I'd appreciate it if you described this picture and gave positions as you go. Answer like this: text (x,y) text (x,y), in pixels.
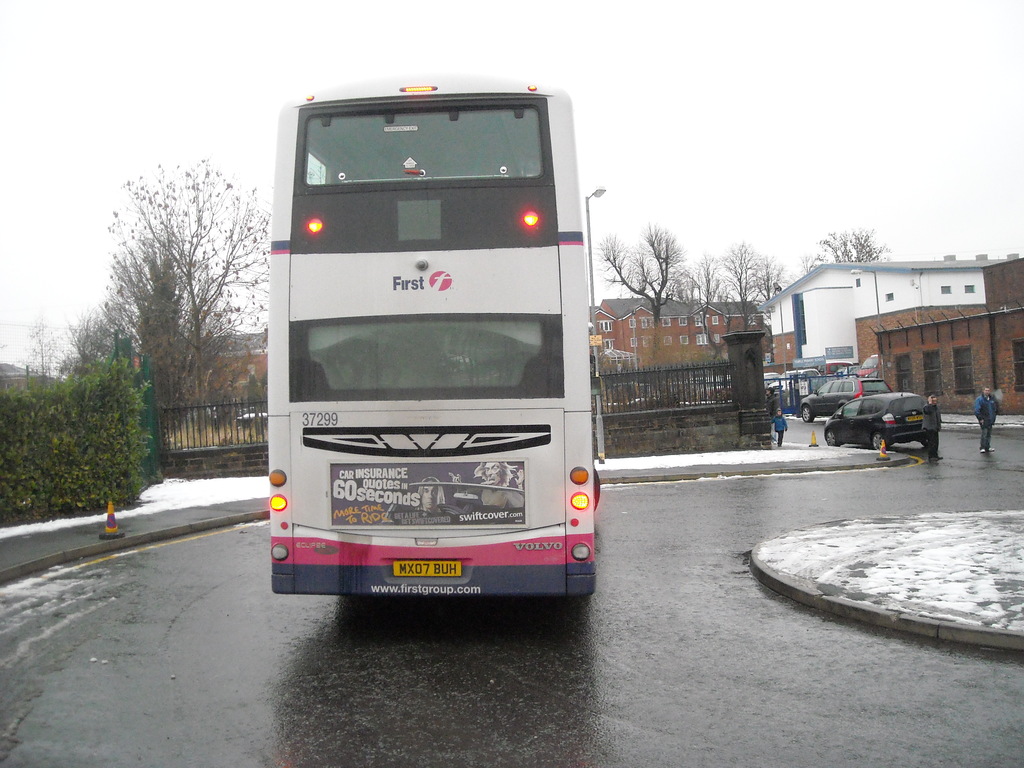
In this image there is a bus (356,578) and few vehicles (856,444) on the road (641,540). Right side (986,414) a person (937,418) is on the road (908,495). A person (780,419) is on the pavement (787,449) having few cones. Pavement (764,461) is covered with snow (224,488). Left side (78,507) there are few plants (139,430). Behind there is a fence (217,424). Background (224,388) there are few trees (96,354) and buildings (1005,290). Top of the image (755,81) there is sky (813,149). Right side (1007,539) there is a pavement (912,593) covered with snow (912,562).
